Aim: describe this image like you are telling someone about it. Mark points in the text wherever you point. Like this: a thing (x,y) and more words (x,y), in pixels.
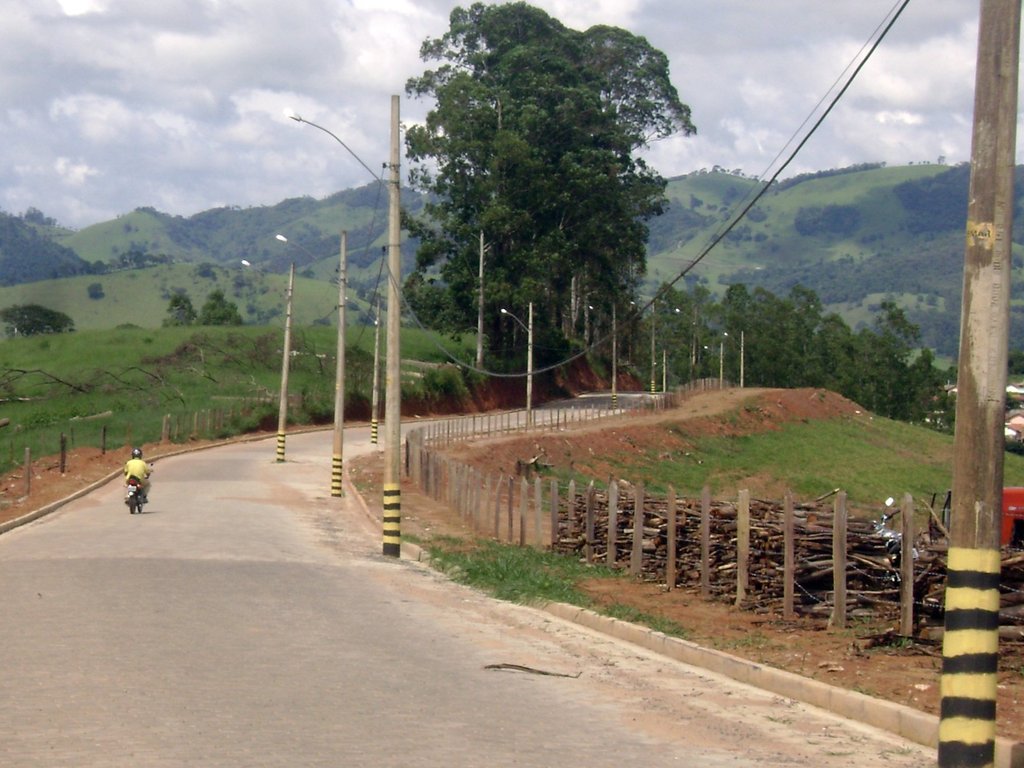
In this image we can see a person (143,468) wearing a helmet (139,456) is riding motorcycle (138,500) on the ground (128,509). In the center of the image (399,343) we can see group of light poles (394,330) with cables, fence (435,480) and group of wooden pieces (828,571) placed on the ground (874,631). In the background (382,308), we can see group of vehicles (1018,509) parked on the ground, a group of trees (948,377), mountains (919,227) and the sky (230,99).
